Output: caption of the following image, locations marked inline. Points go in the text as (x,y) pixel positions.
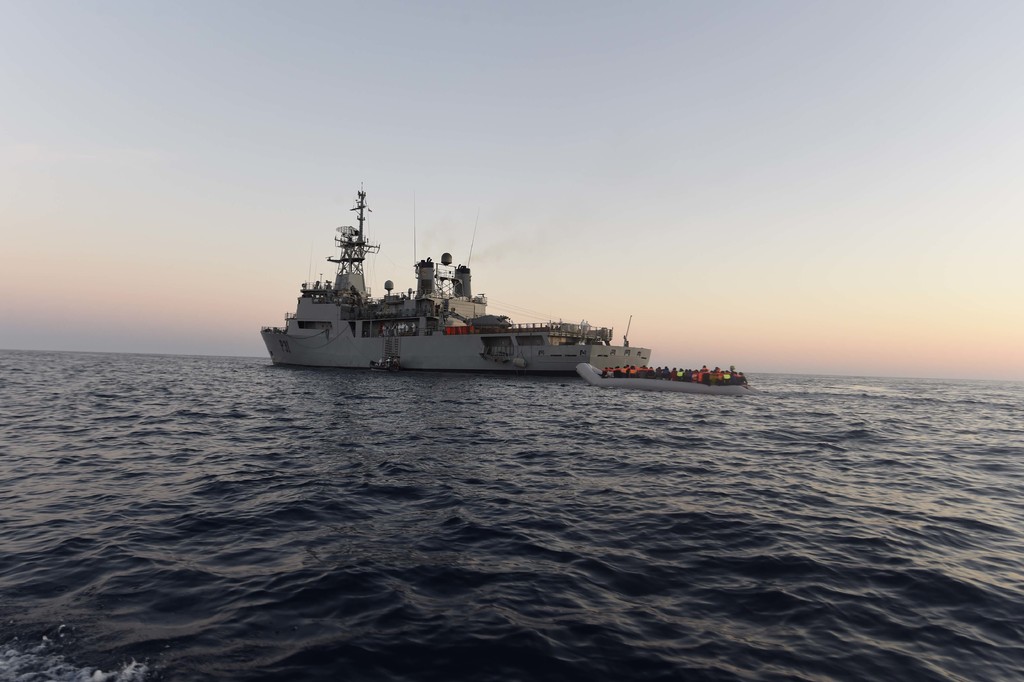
In this image I can see there is a water (548,381). And on the water (716,404), there is a battle-cruiser (636,360). And at the top (617,147) there is a sky (317,167).
